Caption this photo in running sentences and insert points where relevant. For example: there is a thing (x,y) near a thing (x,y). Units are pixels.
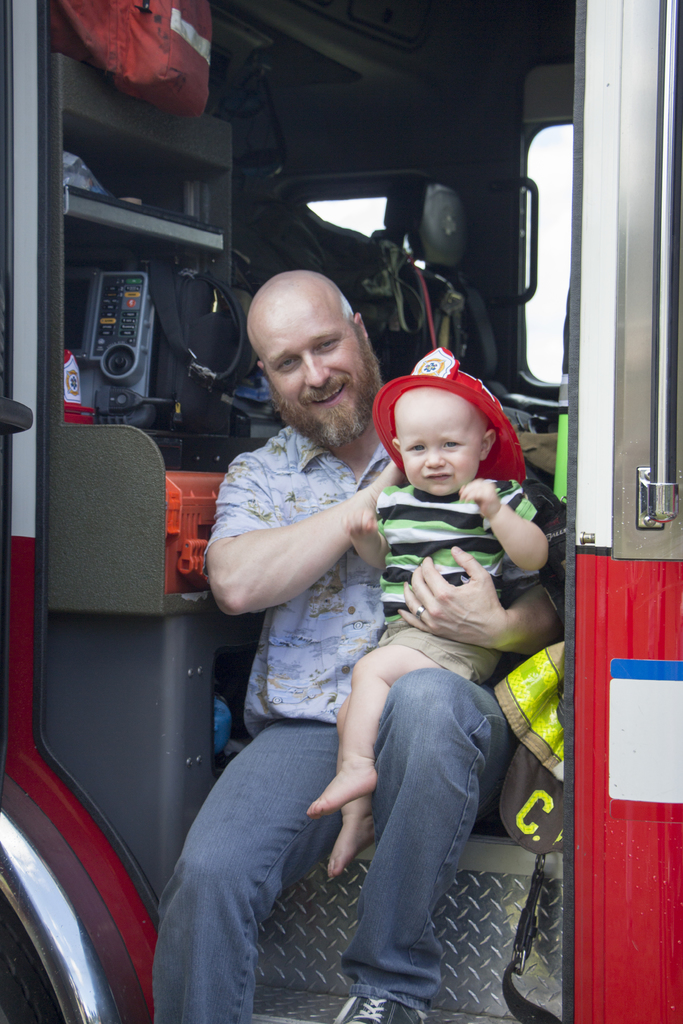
In the foreground of this image (271,834), there is a man (282,735) sitting on the steps (483,923) of a vehicle (632,847) and a boy (426,501) sitting on him. In the background (201,336), there are few bags (184,60), equipment (136,367), glass window (555,243) and on the bottom left (35,1002), there is a Tyre (8,1004).
